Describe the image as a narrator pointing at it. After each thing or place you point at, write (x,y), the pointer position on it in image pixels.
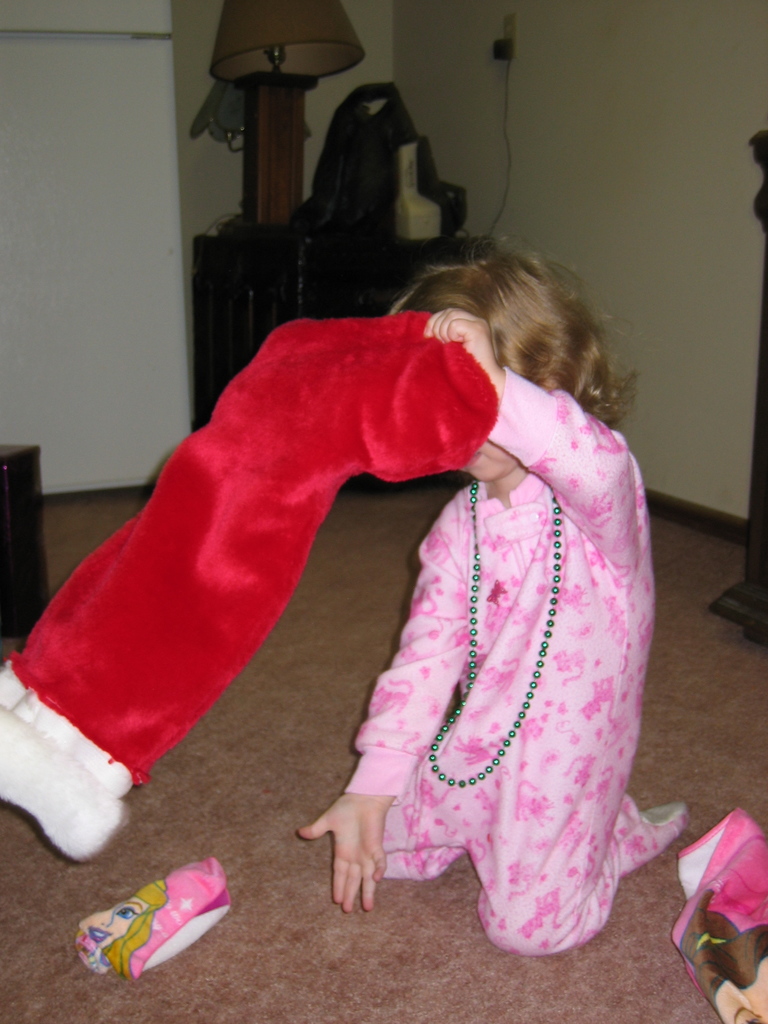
In the middle of the image (500,573) a girl (503,594) is sitting and holding a cloth (114,780). Behind her there is wall (625,82) and there is a table (319,241), on the table (337,244) there are some products (399,223). At the bottom of the image (219,914) there are some pouches (753,899).
